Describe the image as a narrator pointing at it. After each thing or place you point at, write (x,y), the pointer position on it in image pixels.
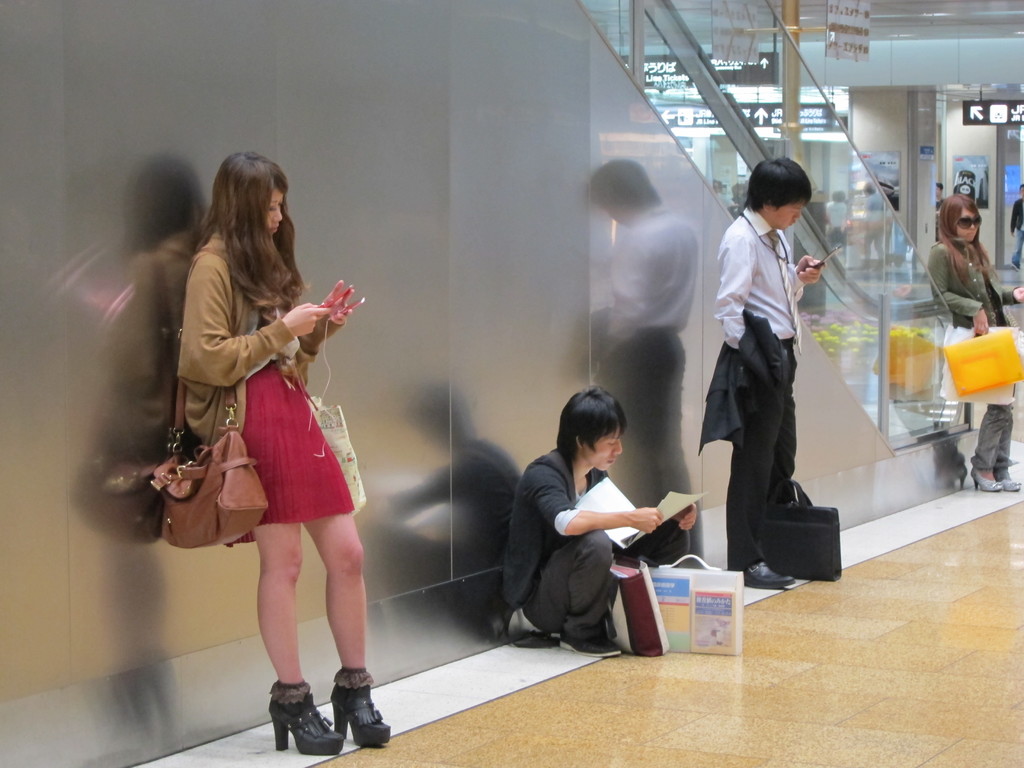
Here in this picture we can see some people (762,327) standing on the floor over there and in the middle (550,492) we can see a person (571,403) sitting and the women (288,239) on either side are carrying handbags (976,379) with them and in the middle (601,417) we can see the men (767,433) with bags (682,580) in front of them and behind them we can see an escalator (869,249) present and in the far we can see sign boards (722,69) present over there.
